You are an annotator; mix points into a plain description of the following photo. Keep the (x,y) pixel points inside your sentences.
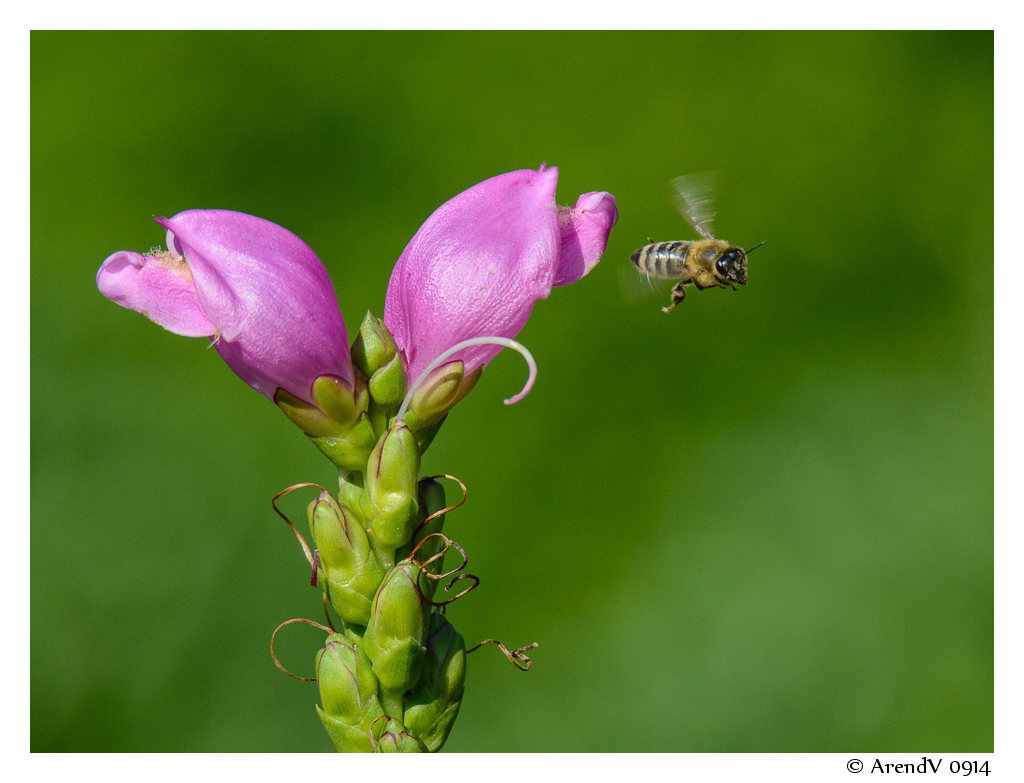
In this picture we can see few flowers (471,268) and a honeybee (701,277), we can see blurry background (740,432), in the bottom right hand corner (904,763) we can see some text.
